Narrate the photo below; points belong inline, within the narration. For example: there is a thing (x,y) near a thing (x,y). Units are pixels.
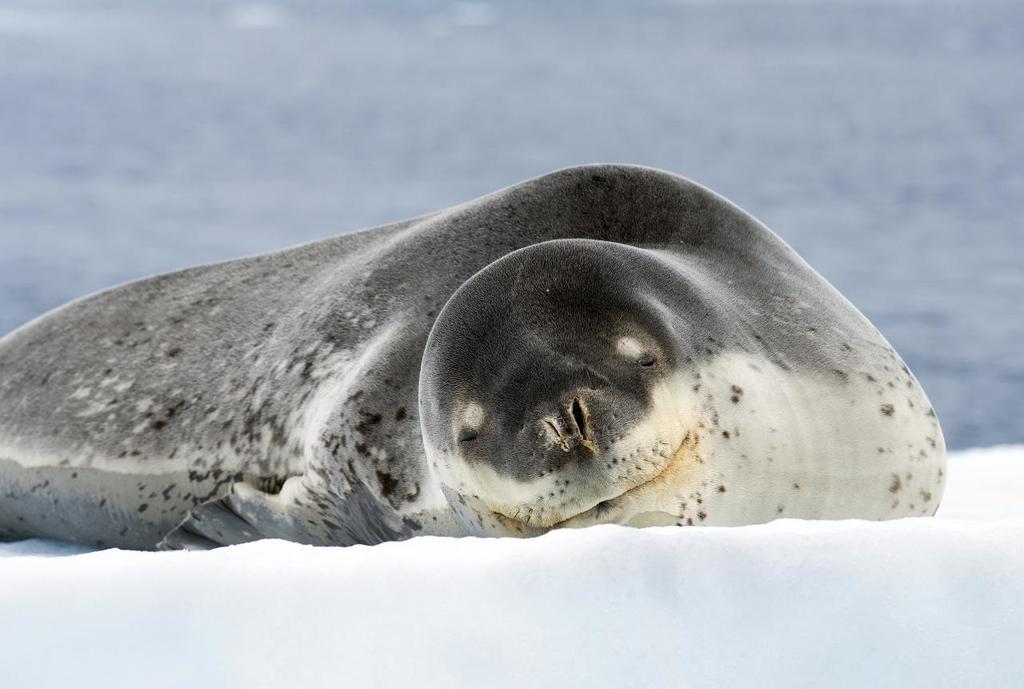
Here, we can see a black color seal (46,406) and there is white color snow (576,636), in the background (372,121) we can see water (370,111).
